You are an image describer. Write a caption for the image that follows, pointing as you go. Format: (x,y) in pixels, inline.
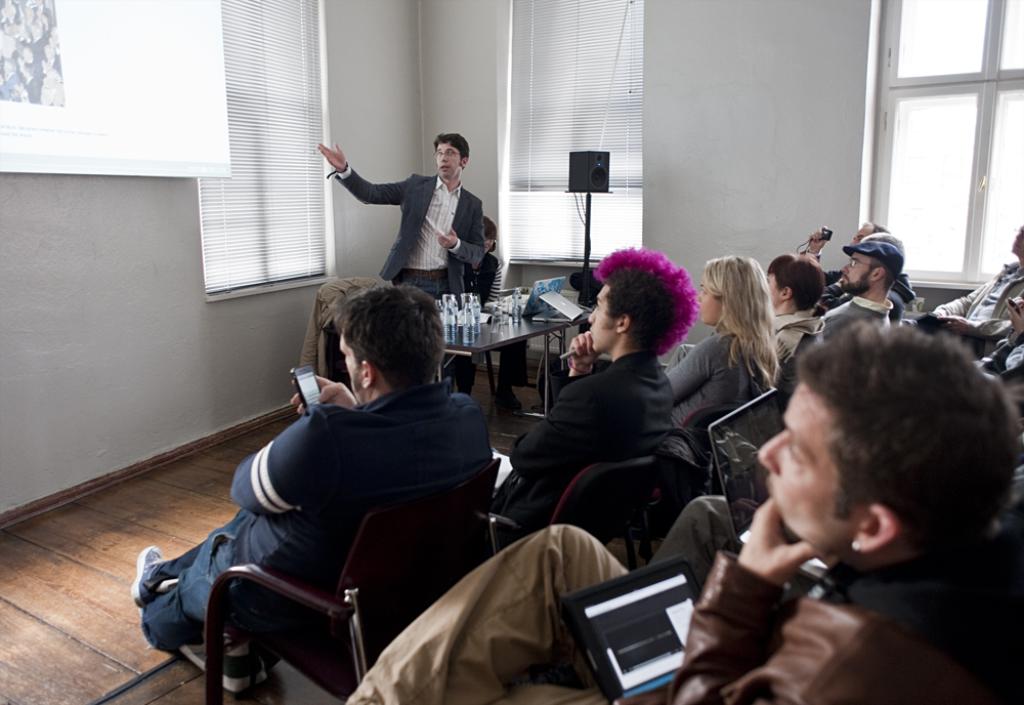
This is a picture taken in a room (343,222), there are a group of people (651,428) sitting on a chair (487,533) and they are holding the mobile phone (314,395) and laptops (679,629) and also a camera (827,236). In front of this people (543,483) there is a man (433,245) in blazer (404,244) standing on the floor (130,523) in front of the man (429,213) there is a table (506,329) on the table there is a bottles (464,311) and laptop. Background of this people (382,376) is a wall (763,115) and a glass window (587,112) and also a projector screen (125,115).
